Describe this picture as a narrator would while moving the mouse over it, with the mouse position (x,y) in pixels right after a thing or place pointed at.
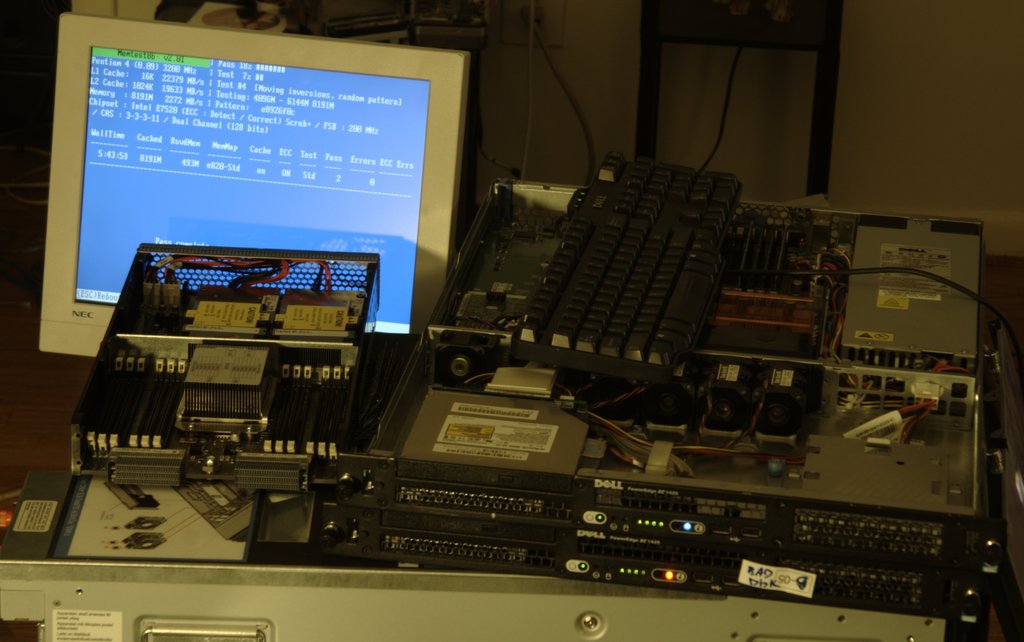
In this image I can see servers (611,451), keyboard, circuit (307,404) and a PC (82,274) on the table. In the background (1011,176) I can see a wall (1011,176) and wires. This image is taken in a room (258,283).
